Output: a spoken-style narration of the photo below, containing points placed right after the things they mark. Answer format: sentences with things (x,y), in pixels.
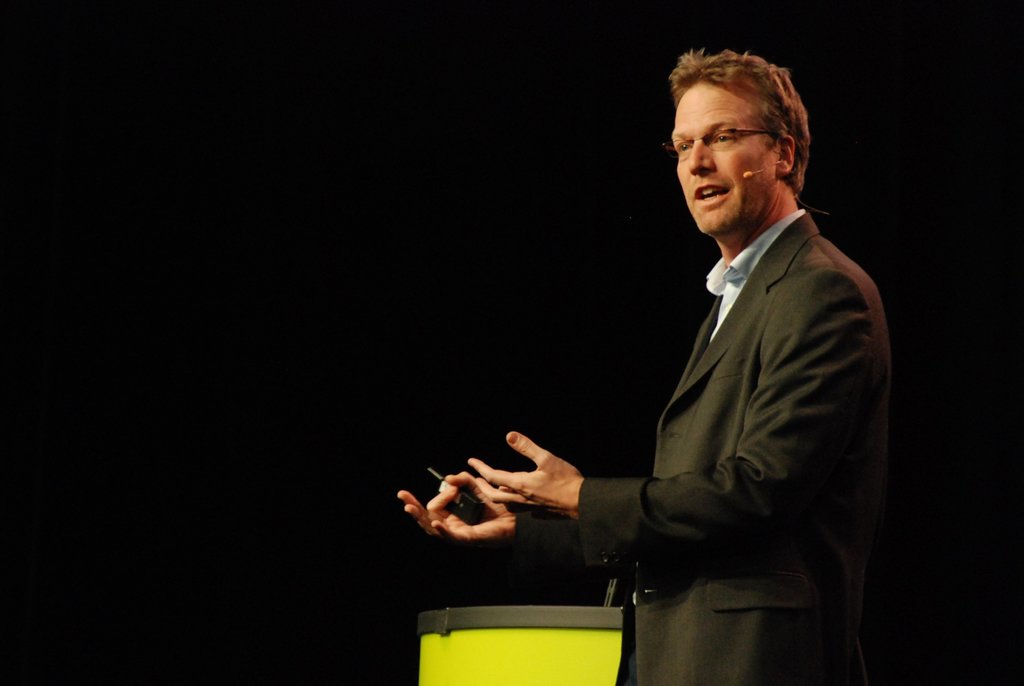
On the right side of the image (817,306) a man (789,304) is standing and wearing spectacles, microphone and holding an object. At the bottom of the image (540,628) there is a podium (515,654). On podium (544,655) we can see a mic (615,589). In the background (416,179) the image is dark.
